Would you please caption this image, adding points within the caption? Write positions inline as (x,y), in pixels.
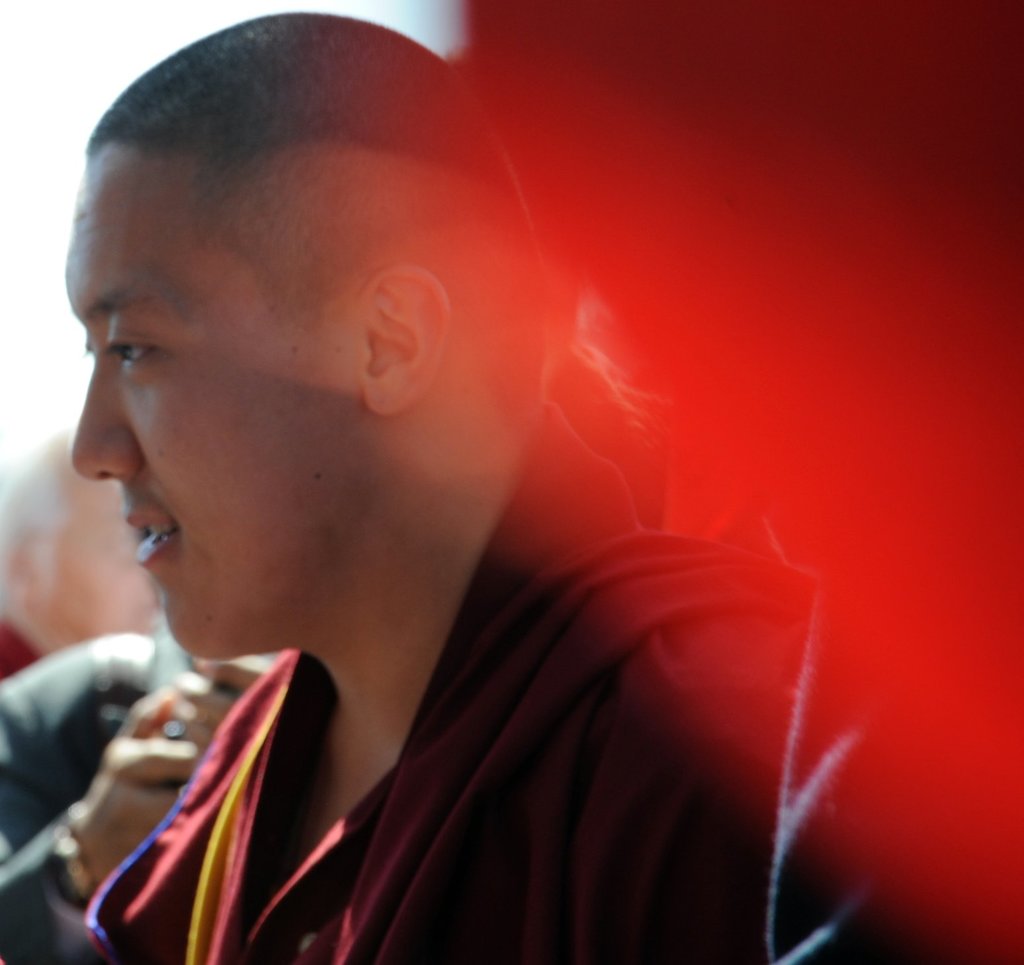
In this image, we can see a person (573,801). Background (85,534) there are few people (125,659). Right side of the image (754,499), we can see red color.
